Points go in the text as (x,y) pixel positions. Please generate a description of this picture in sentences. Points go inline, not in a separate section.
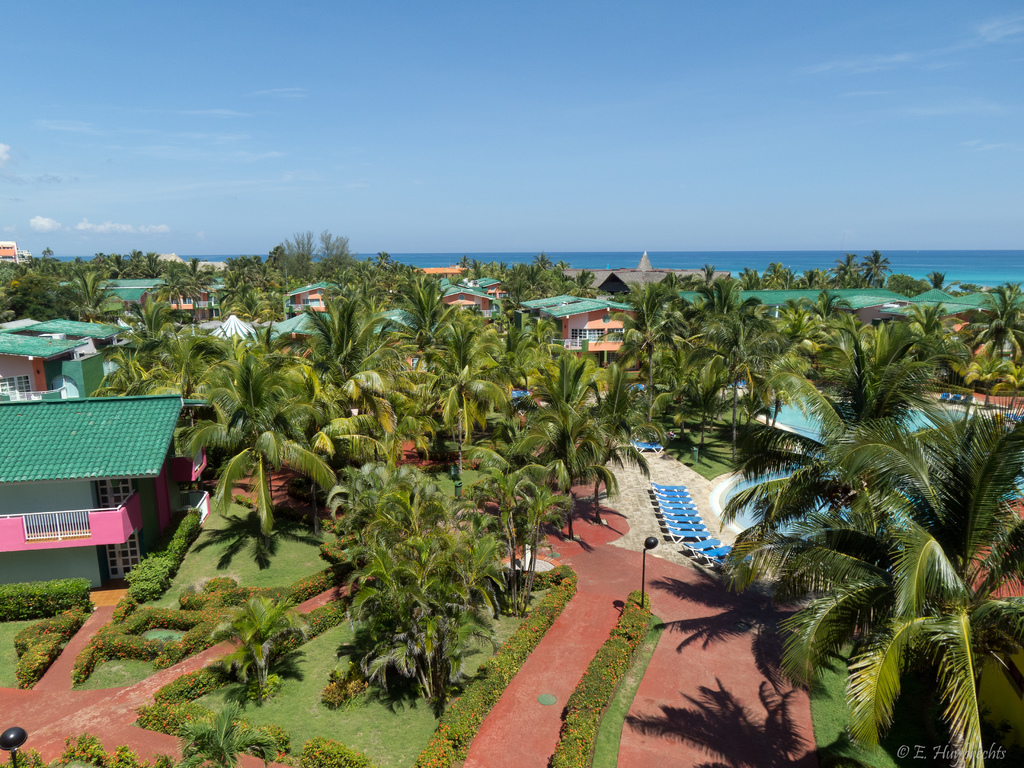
This image consists of many trees (916,464) and houses (70,351). At the bottom (328,712), we can see the grass (360,717) on the ground (466,680). On the right (913,424), there is a swimming pool (737,519). Beside which there are beach chairs (692,529). In the background (952,254), we can see an ocean (807,265). At the top (679,59), there is a sky (709,70).
